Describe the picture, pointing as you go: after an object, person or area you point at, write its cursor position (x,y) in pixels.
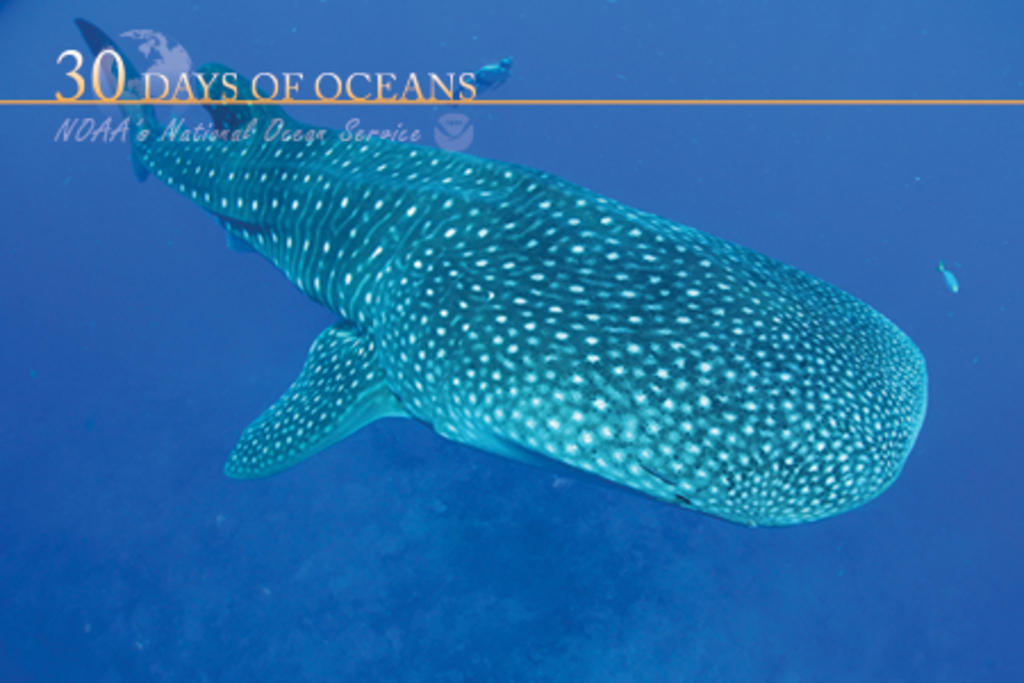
It is an underwater image in which we can see there is a fish (582,444) in the water (645,511). On the left side (192,101) top there is some text (235,91).
